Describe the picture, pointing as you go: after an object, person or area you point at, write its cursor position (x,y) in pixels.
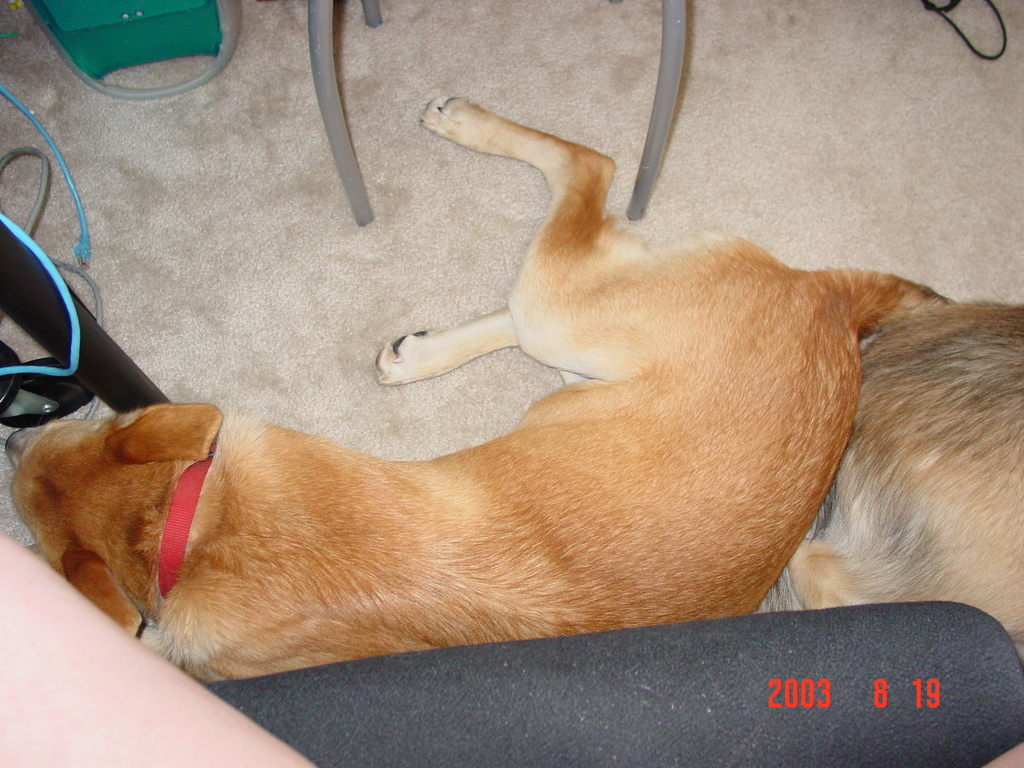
In this image, there is a brown color dog (676,494) lying on the floor (146,102), at the right side (853,438) there is another animal (899,454) lying, there is a chair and there is a green color object (117,65).
